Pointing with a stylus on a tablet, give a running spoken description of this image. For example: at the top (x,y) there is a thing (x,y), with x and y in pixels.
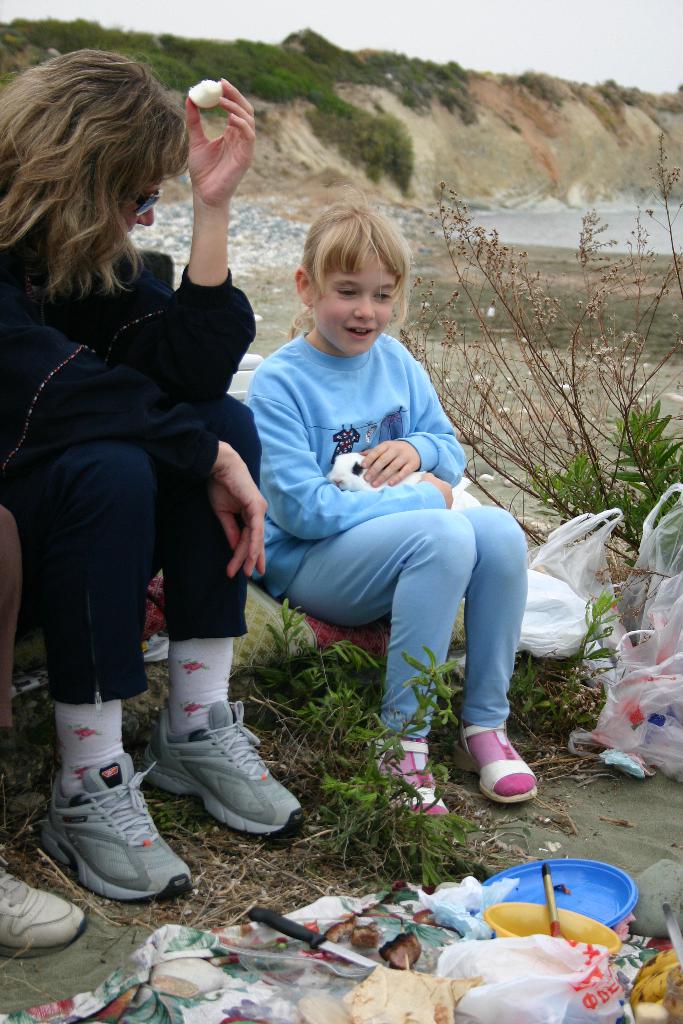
In the picture I can see a woman (27,306) on the left side (110,258) and looks like she is holding a food item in her left hand (239,111). I can see a girl (305,534) sitting on the pillow (353,632) and she is holding an animal (361,474). It is looking like a water pool (647,224) on the top right side (558,219). I can see the plastic bowls (569,911), a knife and plastic covers (480,974) on the ground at the bottom of the picture (570,981). In the background (294,114), I can see the rocks (369,109) and there is a green grass (343,57) on the rocks (488,115).
